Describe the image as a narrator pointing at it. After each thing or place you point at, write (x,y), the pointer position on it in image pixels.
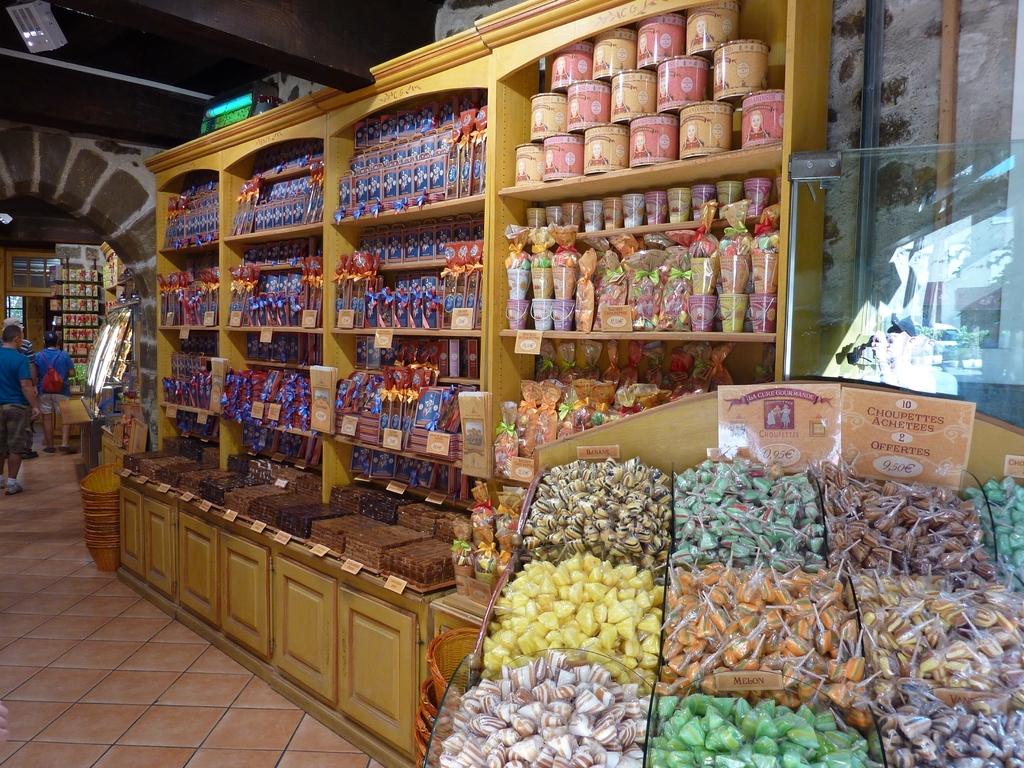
In this image we can see object (473,277) arranged in a shelf (274,535). There are people (7,364) standing. At the bottom of the image (116,702) there is floor (155,698). At the top of the image (190,40) there is ceiling (185,75).
